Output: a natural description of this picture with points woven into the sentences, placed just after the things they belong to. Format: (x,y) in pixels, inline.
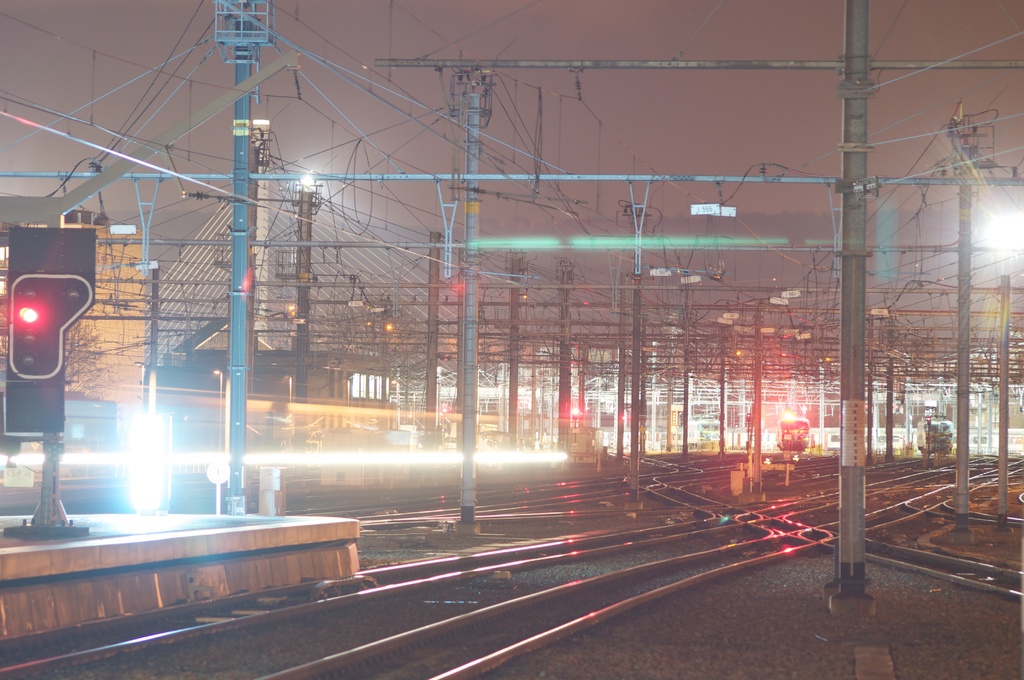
The image is taken near a railway station (71,601). In the foreground of the picture (632,479) there are railway tracks (882,481), poles (477,126), cables (682,273), signal lights (75,306), stones (566,567) and lights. In the background (604,336) there are poles (519,292), cables (746,296), trains (1011,433), building (328,388) and lights (1012,225). At the top (710,43) it is sky (605,129).
